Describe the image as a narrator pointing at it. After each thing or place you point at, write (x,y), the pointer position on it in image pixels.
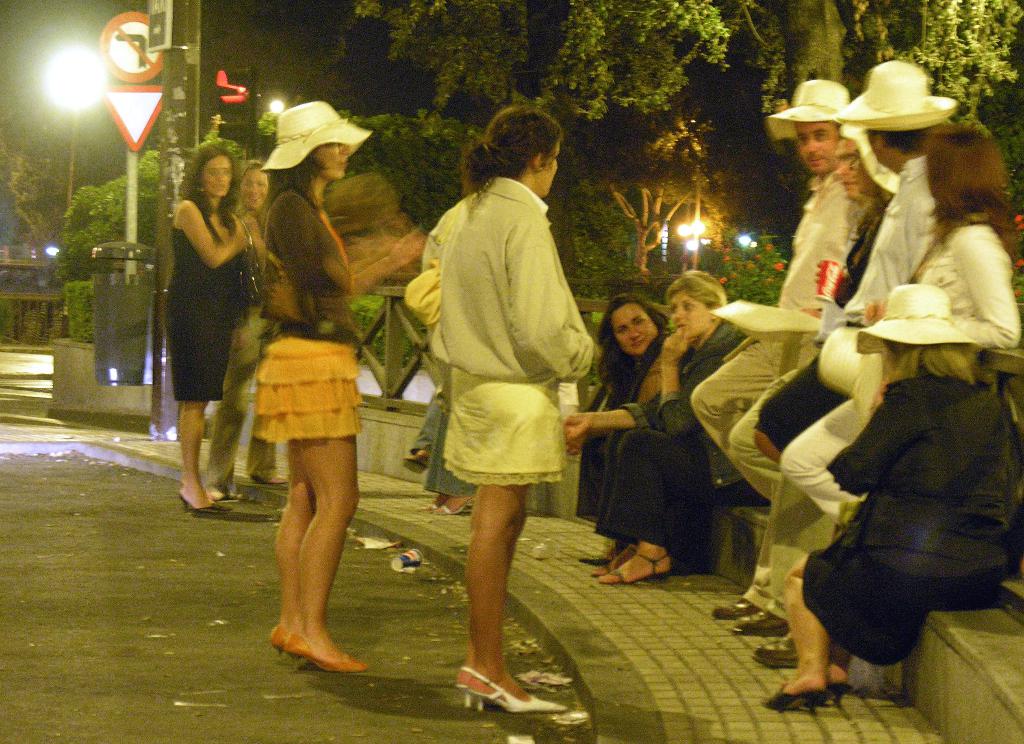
In this image I can see group of people (400,255), some are sitting and some are standing. Back I can see trees (580,68) in green color, left I can see sign board (129,49) and a light pole (186,72).
